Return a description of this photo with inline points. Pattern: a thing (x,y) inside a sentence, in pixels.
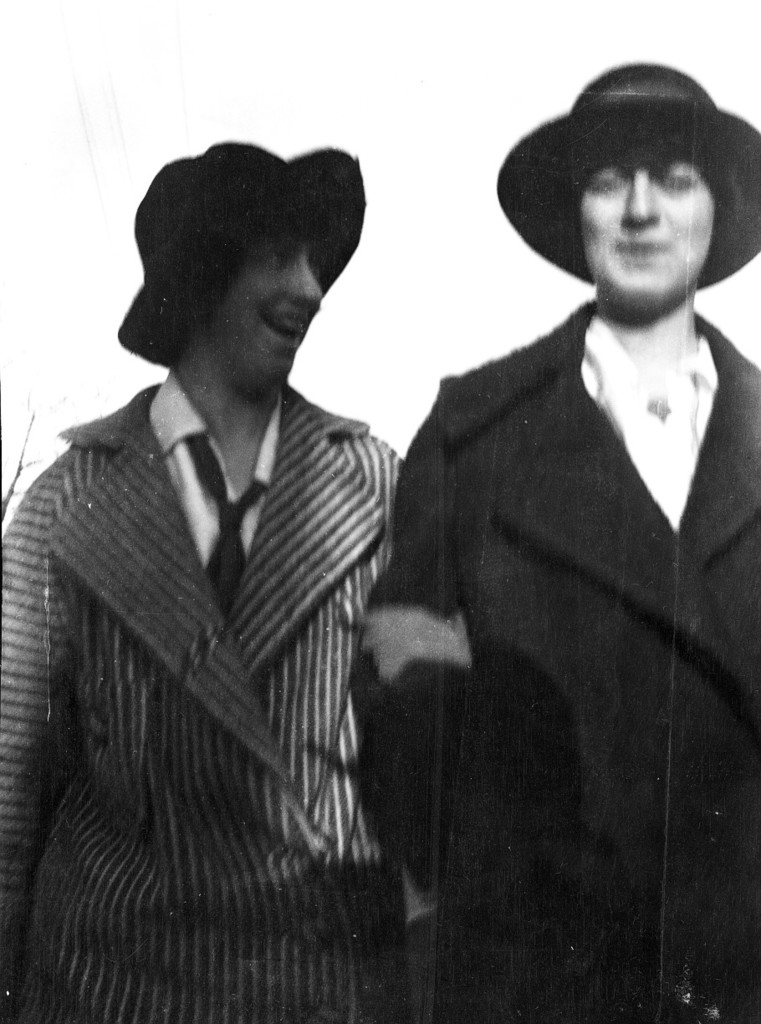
In this image, in the foreground (724,417) we can see two people (637,716) and both are wearing caps (140,314).
